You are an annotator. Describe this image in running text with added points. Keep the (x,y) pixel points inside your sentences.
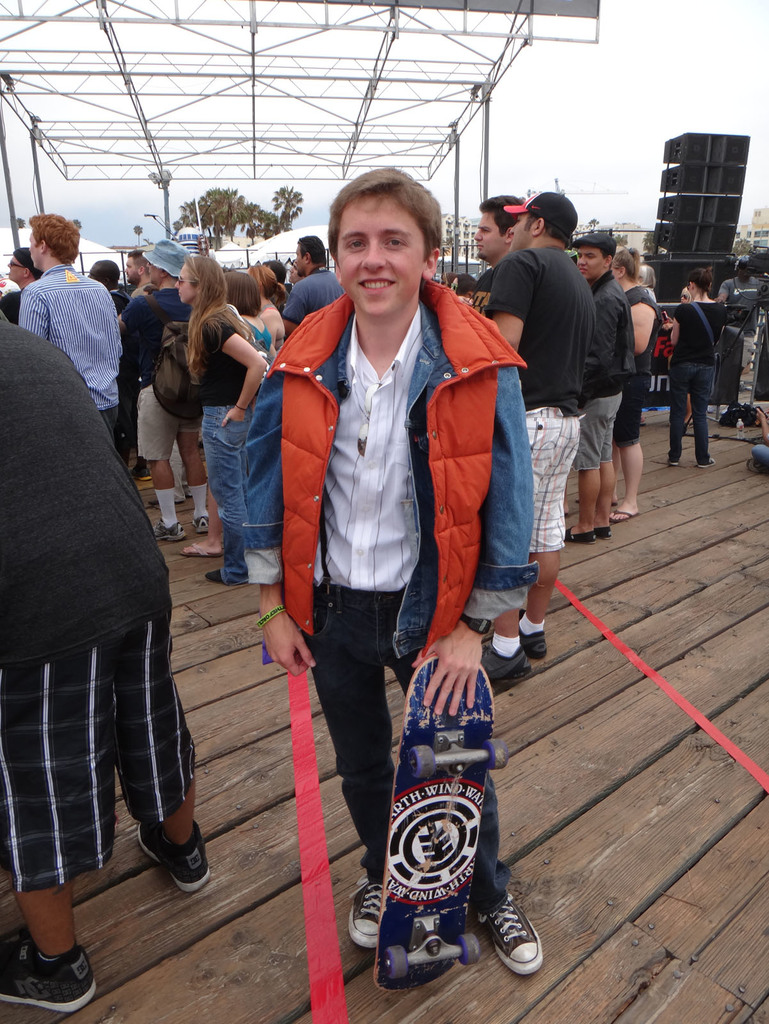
In this image we can see a person (370,690) standing on a wooden stage (290,868) holding a skating board (407,827). On the backside (179,466) we can see a group of people (226,402) standing. We can also see some speakers (691,202), poles (356,146), trees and the sky (279,170) which looks cloudy.
